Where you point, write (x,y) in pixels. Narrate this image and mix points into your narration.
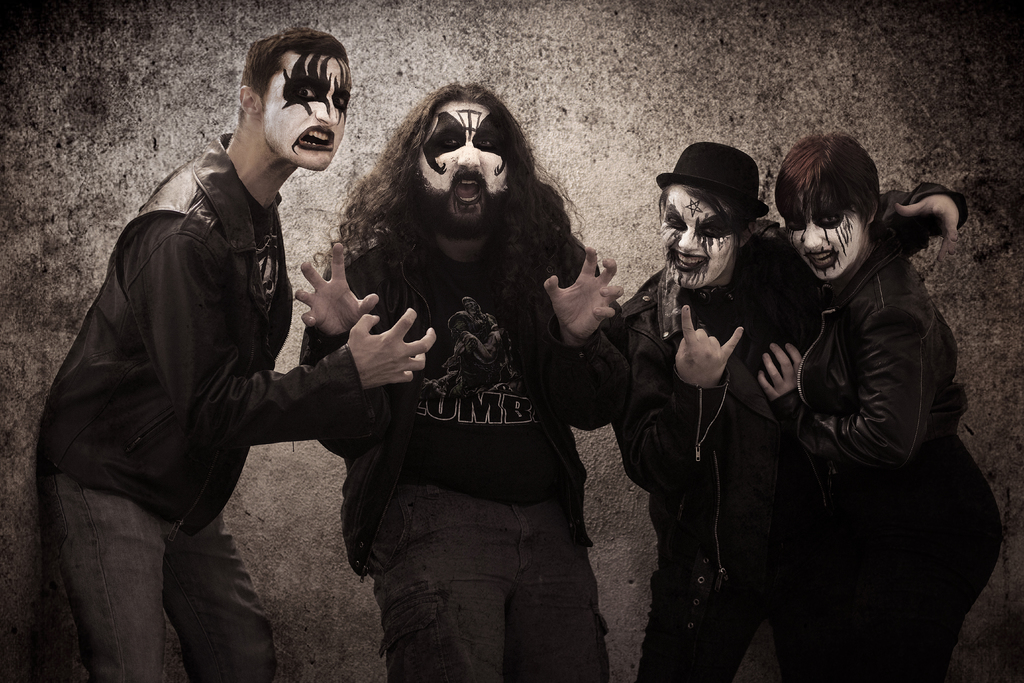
In this image, we can see some people (165,530) standing and they have face paintings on the faces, in the background (374,112) we can see the wall (683,36).
